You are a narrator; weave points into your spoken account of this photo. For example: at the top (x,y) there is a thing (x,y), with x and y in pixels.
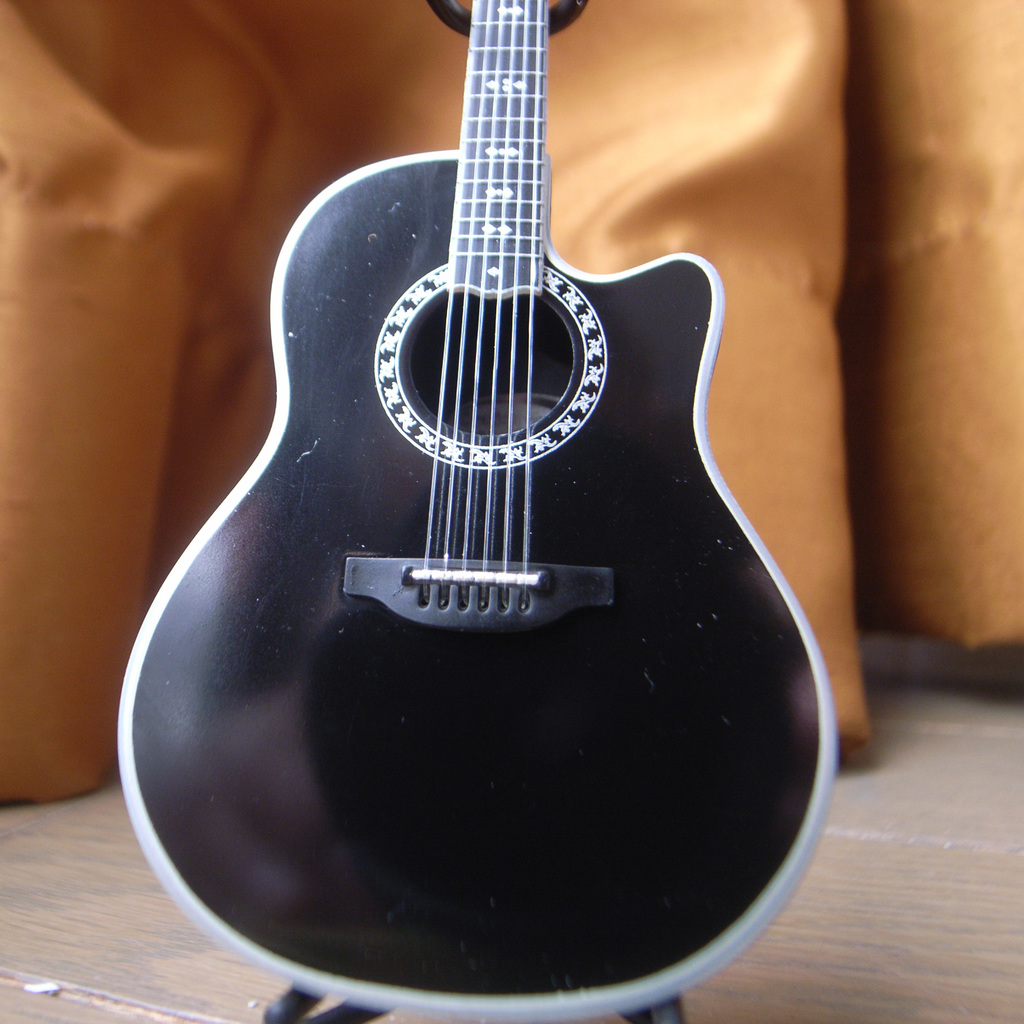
In this picture I can see the black color guitar (537,697) which is placed on the stand (304,1021). In the back (787,199) I can see the cloth (829,277).
